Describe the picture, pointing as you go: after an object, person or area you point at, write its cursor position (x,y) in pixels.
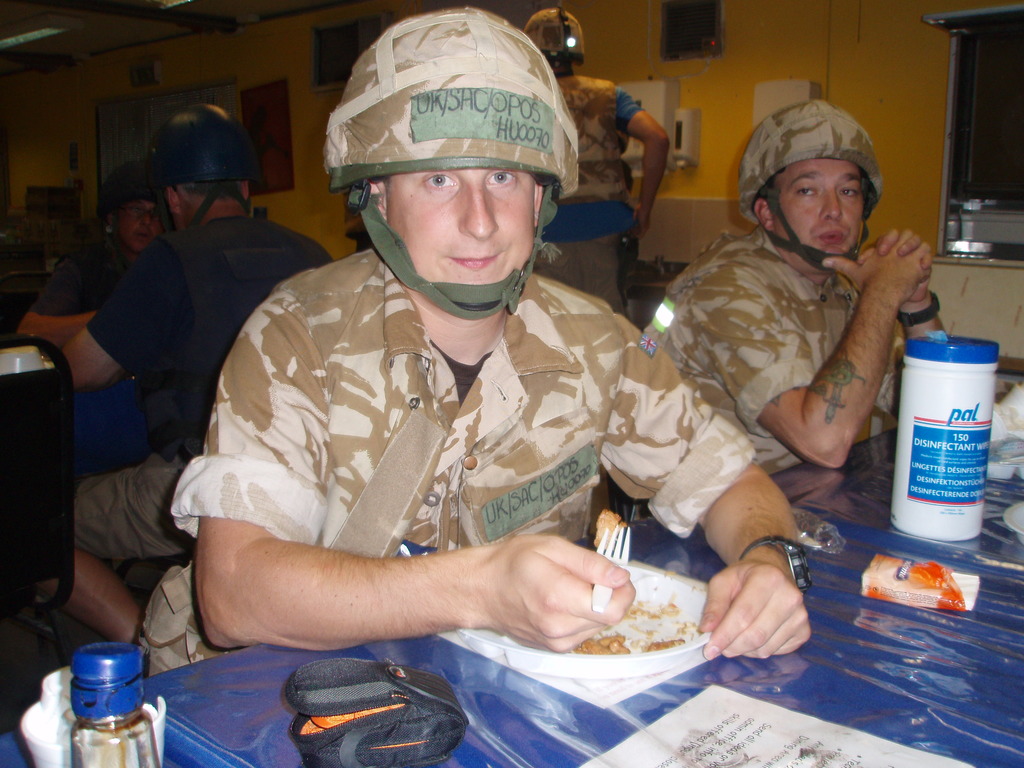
In this picture I can observe some people (321,277) sitting on the chairs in front of their respective tables (556,688). I can observe few things (809,743) placed on the table (843,694). All of them are wearing helmets (462,88) on their heads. In the background (721,136) I can observe wall (311,135).
